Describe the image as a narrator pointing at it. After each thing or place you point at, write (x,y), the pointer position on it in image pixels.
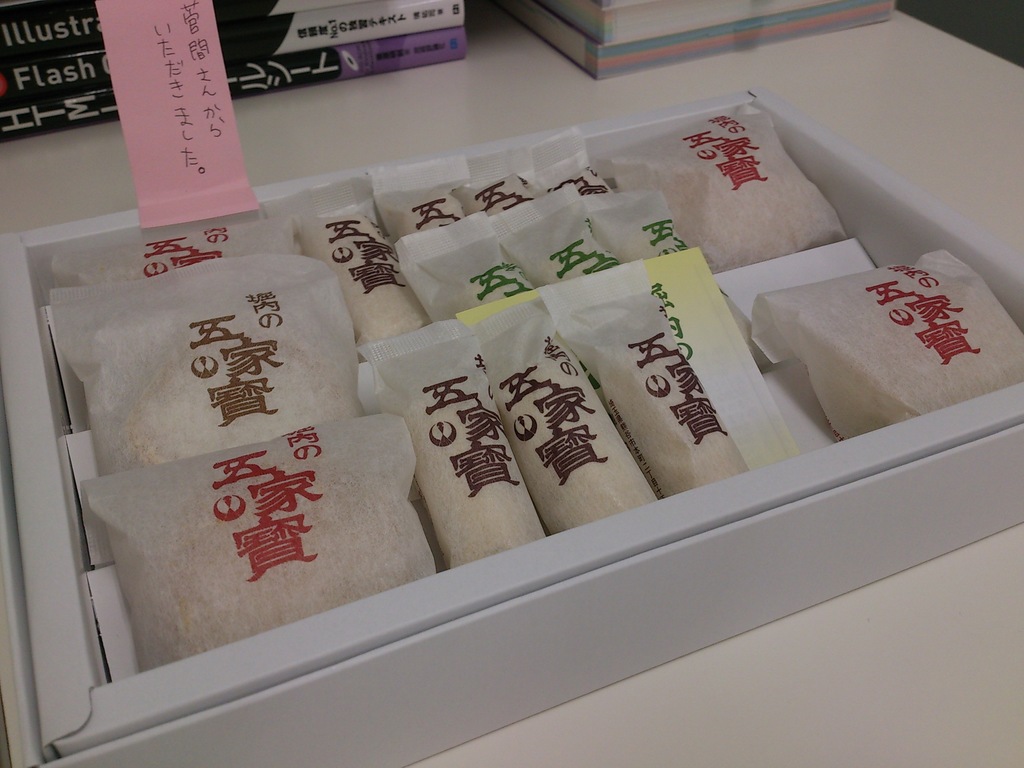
In this picture we can see a box (444,570) with packets (886,298) in it, books (714,10) and these all are placed on the platform (786,702).
